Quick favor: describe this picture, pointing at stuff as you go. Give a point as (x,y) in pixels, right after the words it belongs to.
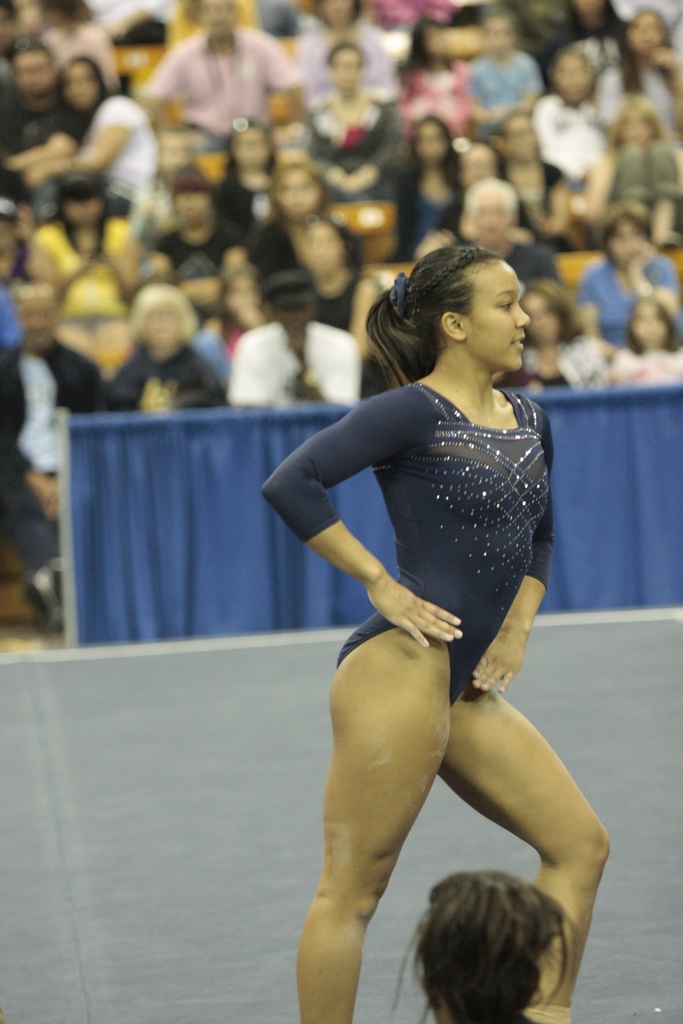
In this image we can see a woman (423,746) wearing a blue color dress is standing. The background of the image (59,36) is slightly blurred, where we can see a few more people (37,348) sitting in the stadium (360,47) and we can see the blue color cloth (682,430).
